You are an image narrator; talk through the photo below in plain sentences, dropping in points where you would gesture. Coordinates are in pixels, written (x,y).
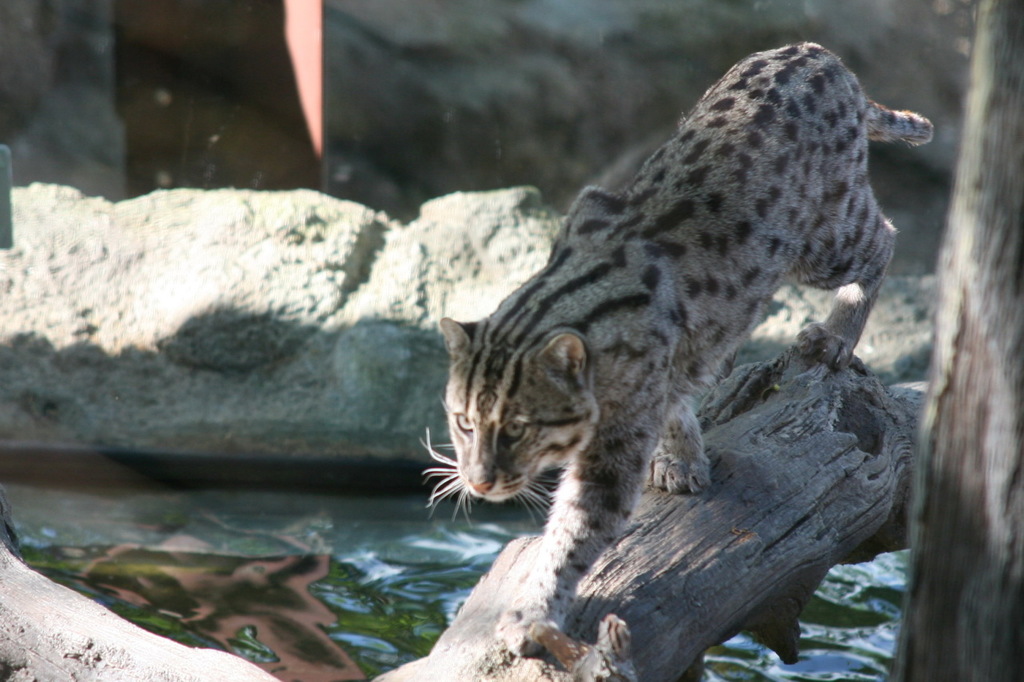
In this image, we can see an animal (736,331) on the trunk (610,637) of the tree (681,542). We can also see some water (408,653) and the ground (476,247). We can also see the background (900,70) and an object (1008,633) on the right (1018,643).
